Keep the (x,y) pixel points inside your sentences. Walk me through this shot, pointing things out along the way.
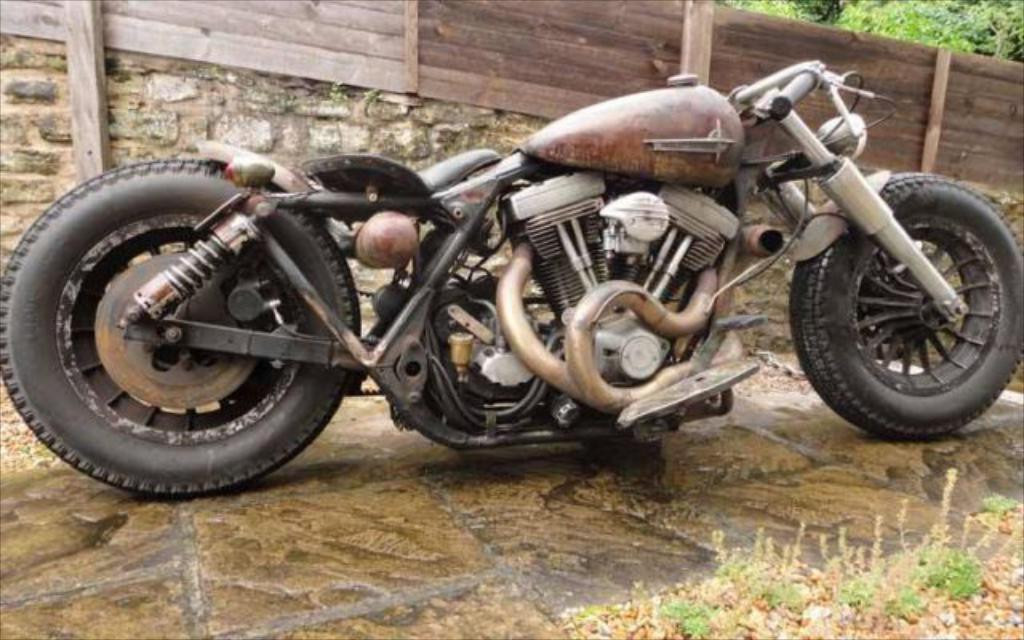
In the center of the image (430,354) there is a bike (481,329). In the background (355,86) we can see a fence (959,176) and trees (941,29).
